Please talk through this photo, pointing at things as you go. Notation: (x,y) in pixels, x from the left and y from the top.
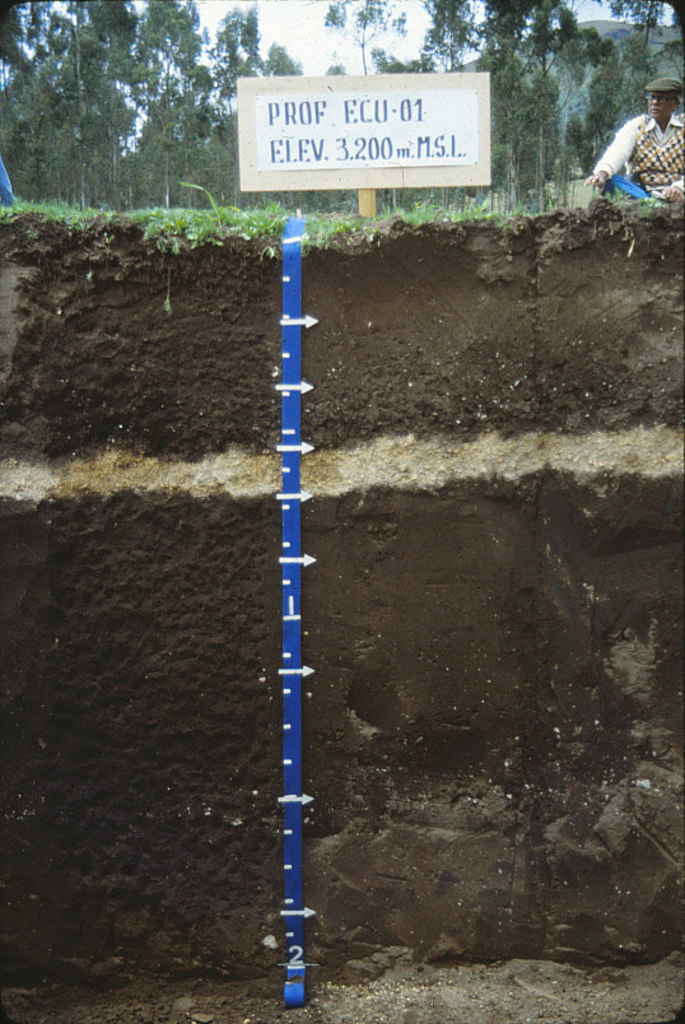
In this image we can see layers of soil (319,552) and a measuring tool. At the top of the image (185,186) there is grass (473,210), name board (298,190), person (658,187), trees (170,138), sky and other objects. At the bottom of the image (381,985) there is the ground (479,1000).
